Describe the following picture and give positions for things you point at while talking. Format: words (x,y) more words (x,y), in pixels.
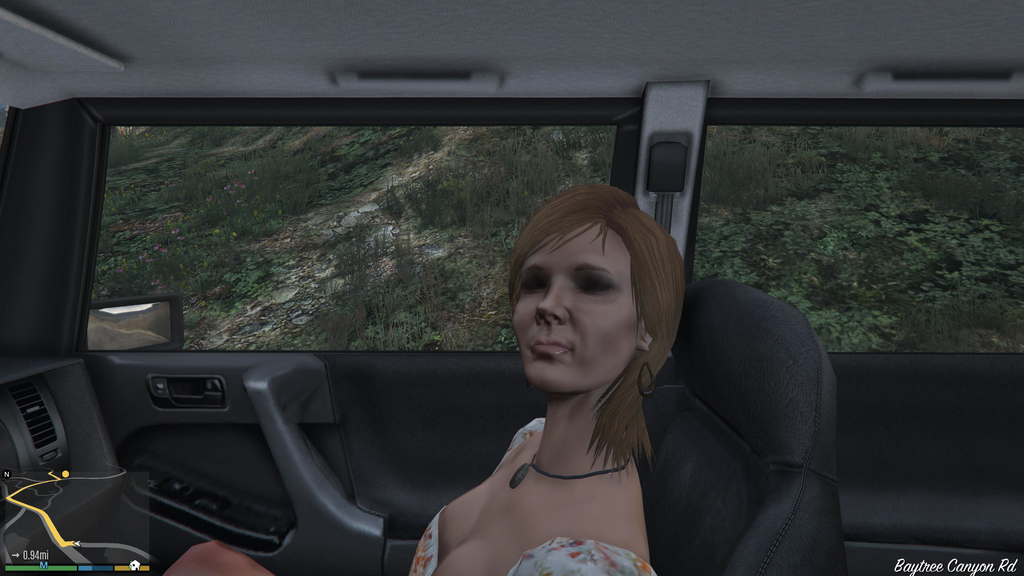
This image looks like it is animated. In the front (417,535), we can see a woman (601,573) sitting in a car (320,552). In the background (491,177), there are plants (398,196). It looks like a mountain (324,253). On the left (14,434), we can see a dashboard (41,385). In the front (493,435), there are doors (463,390) along with windows (348,223).
